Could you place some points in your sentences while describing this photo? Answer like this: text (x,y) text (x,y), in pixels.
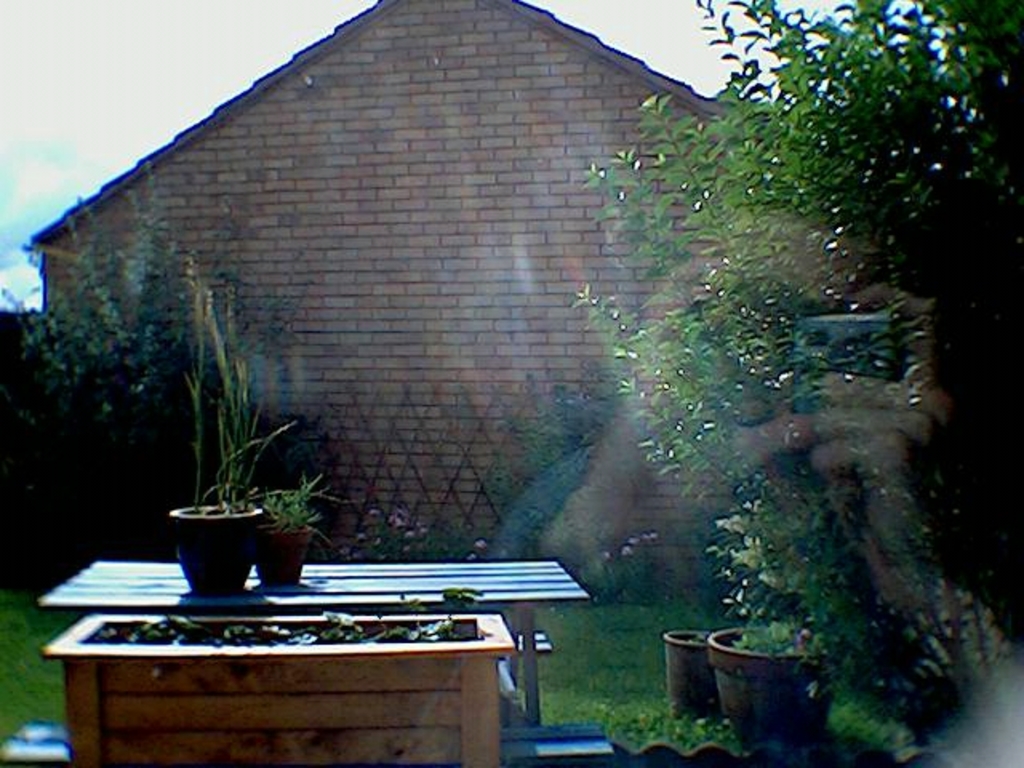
On the right side of the image (837,290) there is a tree (892,418). In the center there is a table (174,605) and there are plants (238,564) placed on the table (529,624). In the background (479,255) there is a house (412,354), fence (342,471) and sky (130,82).
